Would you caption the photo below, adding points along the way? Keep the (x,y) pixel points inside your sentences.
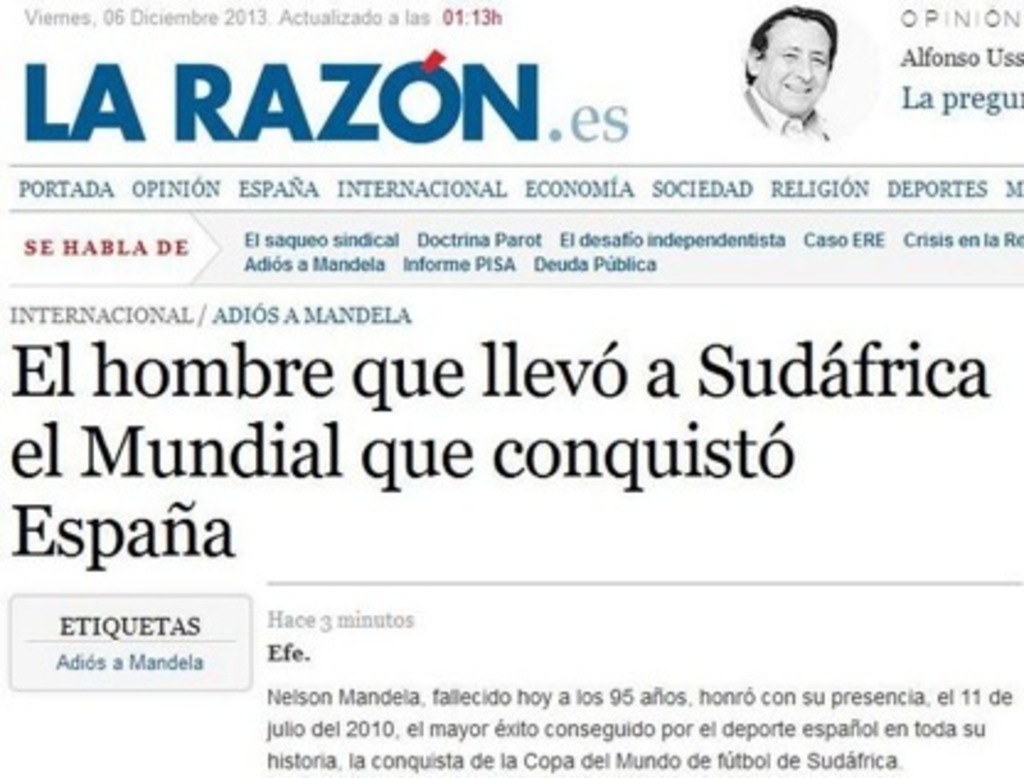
Here in this picture we can see a paper (884,586) and on that we can see a person's face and some text (102,451) written all over there.
